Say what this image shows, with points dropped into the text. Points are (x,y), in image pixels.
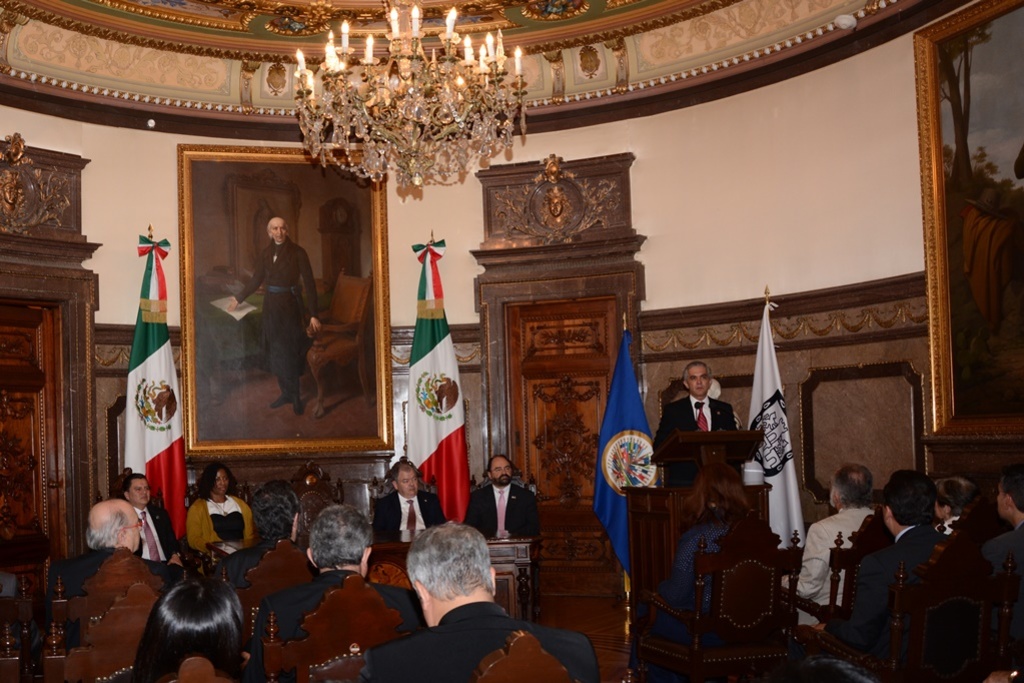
I can see in this image a group of people (377,508) among them, a person (712,418) is standing in front of a podium (696,459) and rest of the people (333,549) are sitting on a chair (275,583). I can also see there is a chandelier (407,135), few flags (422,321) and a photo (318,242) on a wall (746,233).
